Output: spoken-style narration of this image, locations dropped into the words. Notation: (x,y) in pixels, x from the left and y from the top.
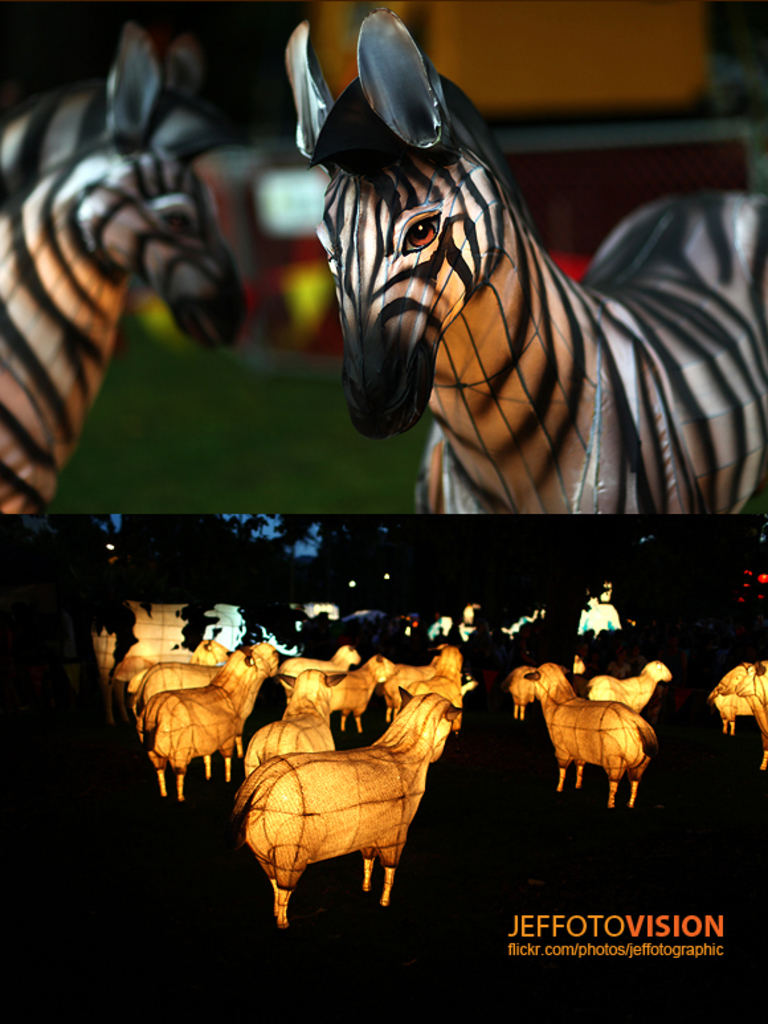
This is a collage image, in this image there are zebras (409,350), in the bottom right (608,921) there is text (645,945).
